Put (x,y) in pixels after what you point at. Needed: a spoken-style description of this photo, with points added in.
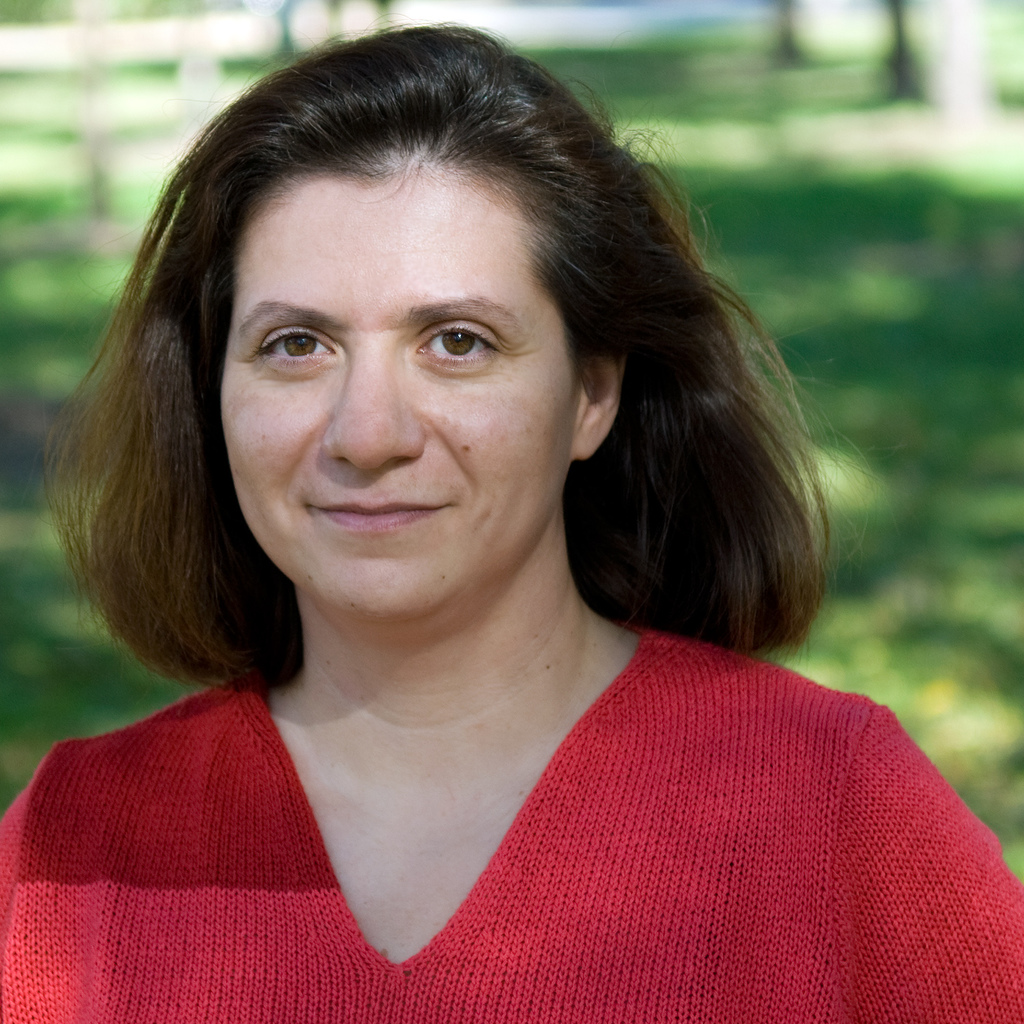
In the center of the image (578,571) a lady (566,508) is there. In the background of the image (892,354) we can see ground (957,536), trees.
